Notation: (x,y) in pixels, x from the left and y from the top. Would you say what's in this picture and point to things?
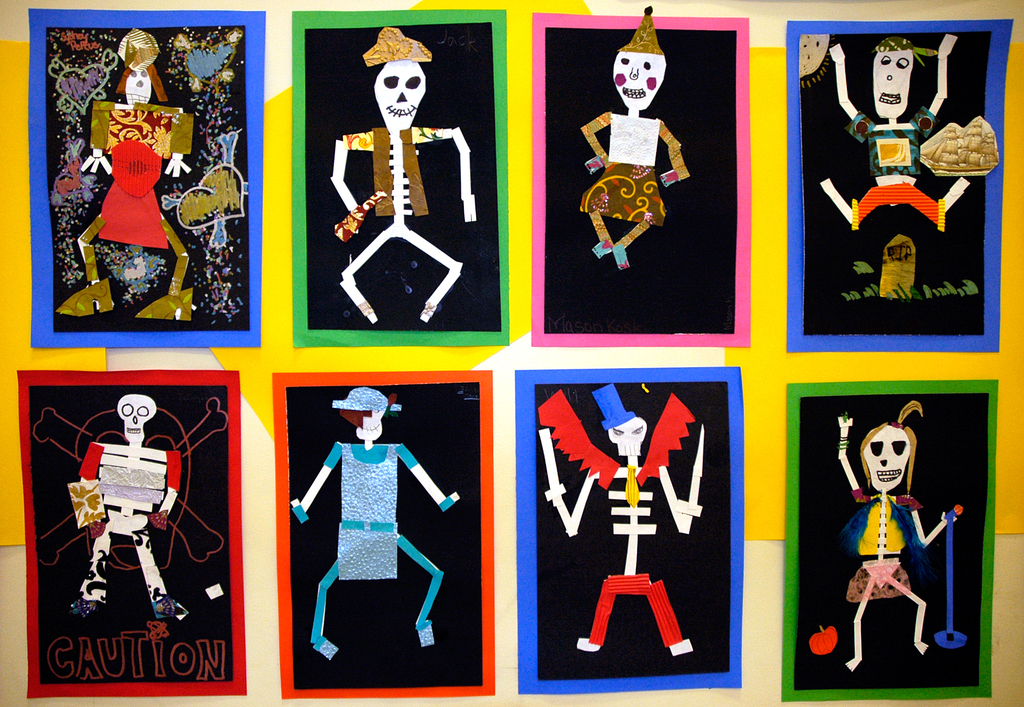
In this image, we can see there are eight posters (890,560) having paintings (681,207). These posters (858,243) are pasted on a surface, on which there are yellow color papers (289,166) pasted. And the background (725,8) is white in color.
